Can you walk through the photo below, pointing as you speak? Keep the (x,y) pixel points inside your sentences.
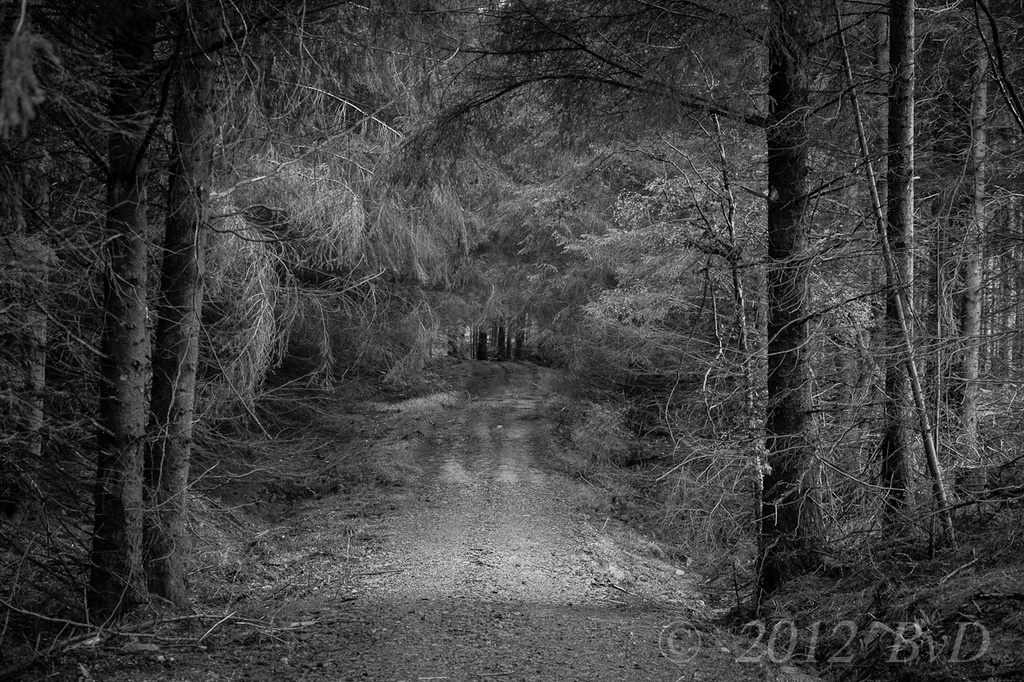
It looks like a black and white picture. We can see a path (437,499), trees (456,341) and on the image there is a watermark (848,641).
